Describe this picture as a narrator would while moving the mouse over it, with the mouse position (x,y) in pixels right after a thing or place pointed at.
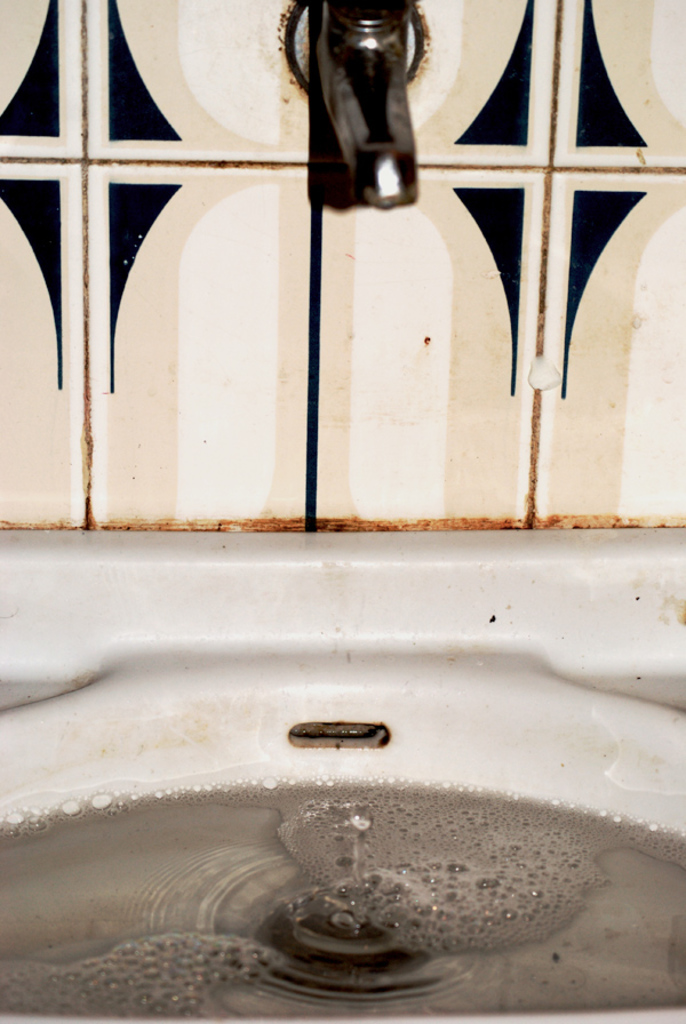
In this picture I can observe some water (300,839) in the sink (249,720). The sink (201,699) is in white color. I can observe a tap (342,83) fixed to the wall (309,140). There are some tiles (267,153) on the wall (400,323) which are in white and black color.
